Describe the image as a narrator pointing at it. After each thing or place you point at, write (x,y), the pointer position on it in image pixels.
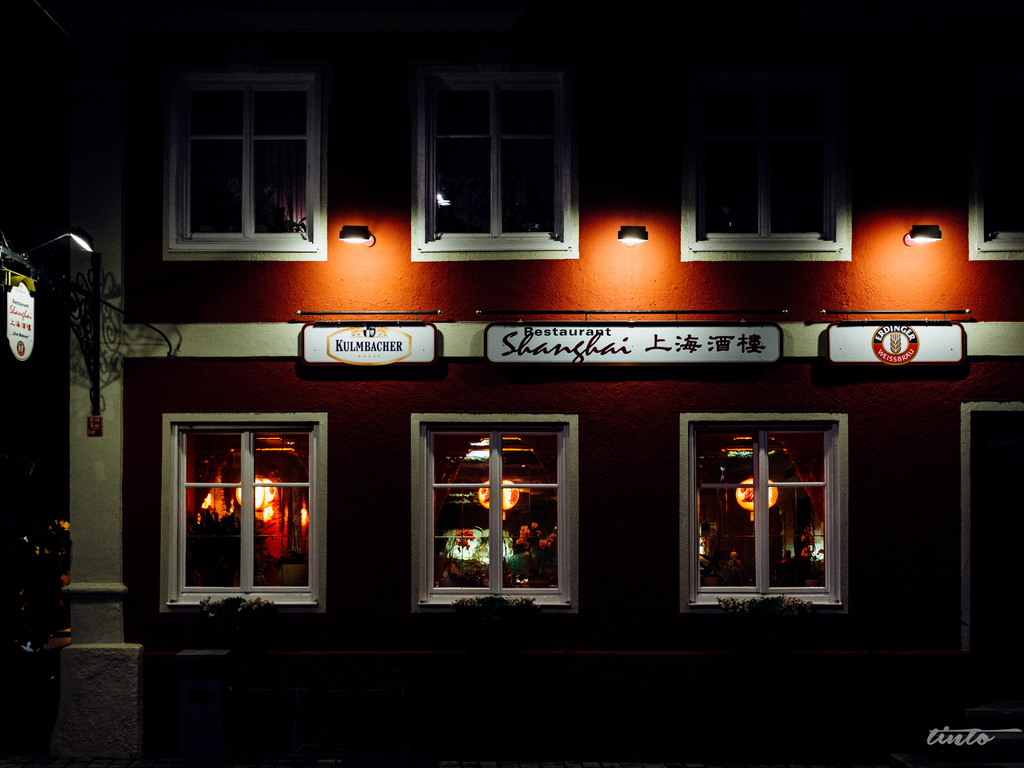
In this image we can see a house (320,286) which is in red color there are some windows (296,591) through which we can see some lights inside the house (448,487), there are some lights (89,251) and boards (95,417) attached to it.
